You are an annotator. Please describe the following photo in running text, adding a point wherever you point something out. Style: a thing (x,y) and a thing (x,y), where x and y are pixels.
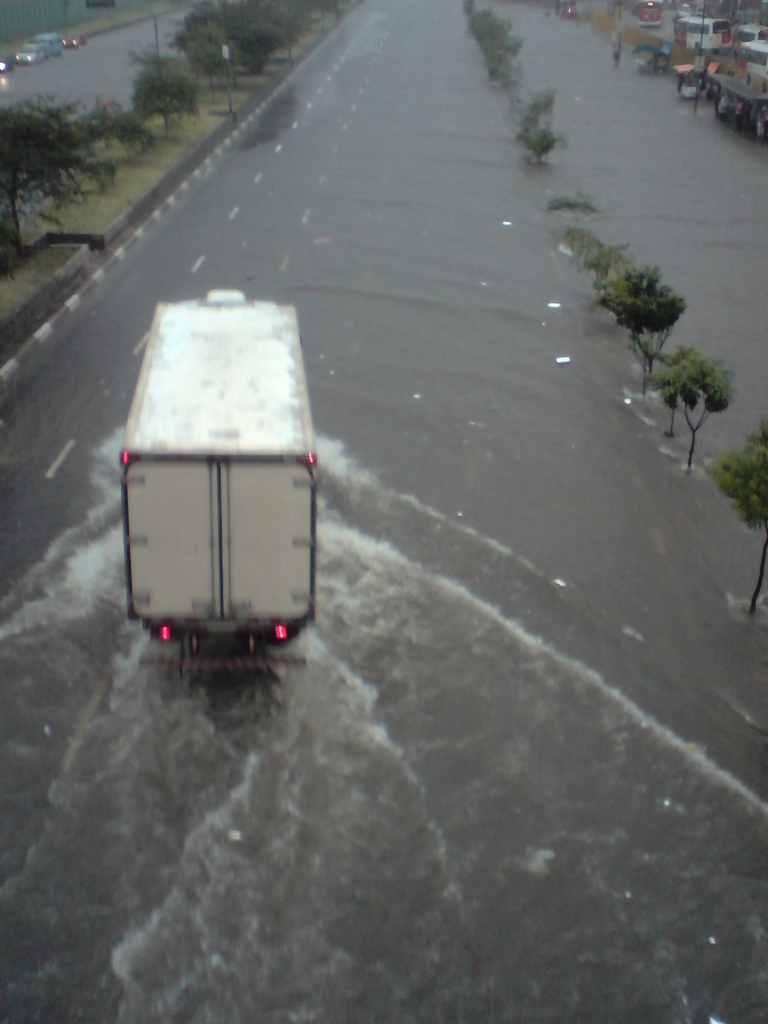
In this image we can see a truck (239,410) moving on the road (502,576). In the foreground (564,518) we can see water (550,635). In the background (612,296) we can see group of trees (637,340) and some items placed on ground (204,118).
